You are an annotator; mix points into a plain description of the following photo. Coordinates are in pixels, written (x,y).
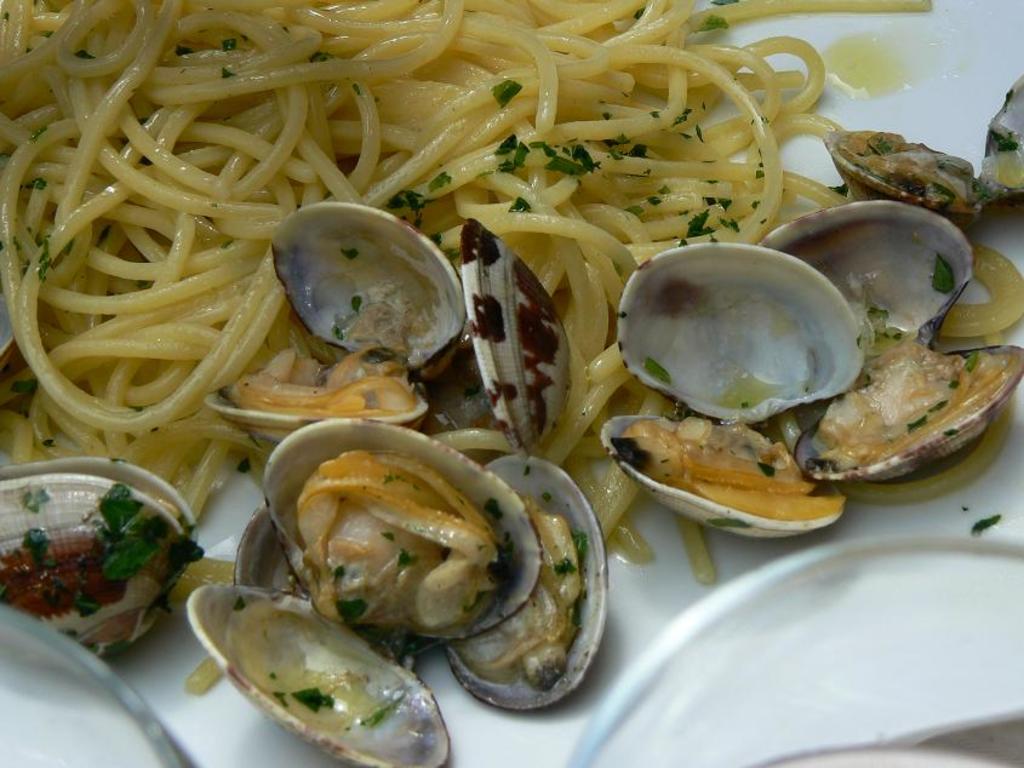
In this picture there is a plate (817,39) in the center of the image (572,256), which contains noodles (464,204) in it and there are shells (515,502) in it.
